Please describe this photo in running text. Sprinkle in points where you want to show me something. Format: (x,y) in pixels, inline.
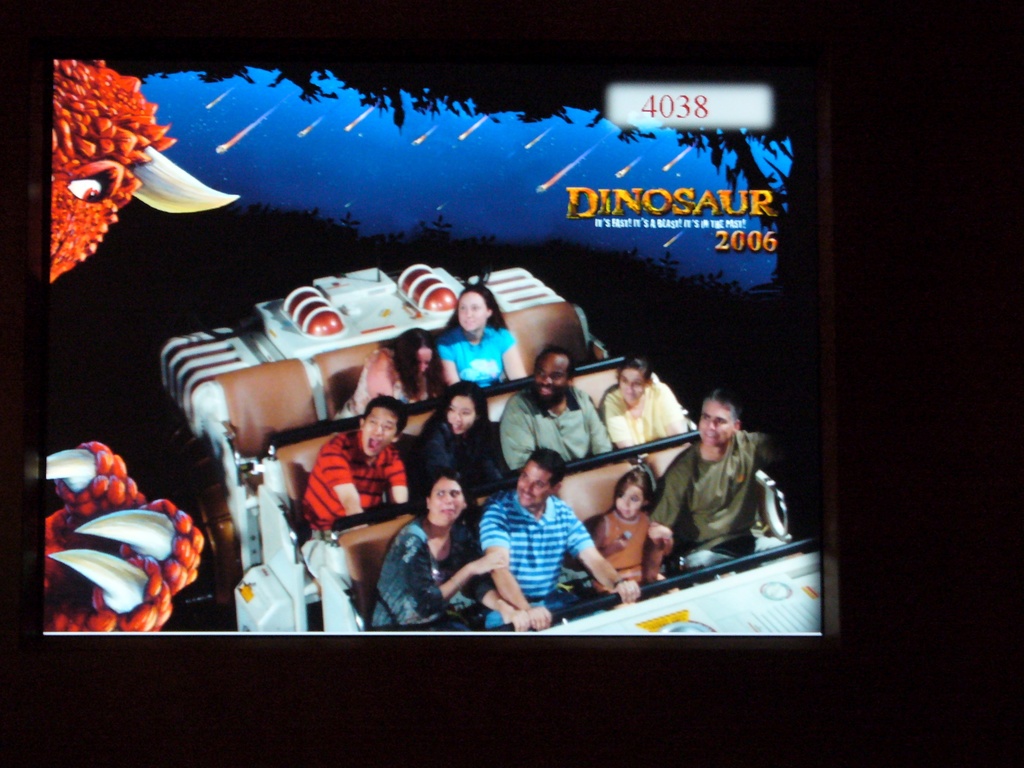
In the middle (384,372) there are group of people (738,434) sitting on the seats (345,351) in a vehicle (725,572). In the left (112,88) dinosaur of orange color (137,182) is half visible. On the top (552,203) sky (327,196) visible of blue in color. On both side the background (912,51) is dark in color. On the top (769,192) a text (766,205) is there. This image is an edited photo taken.
